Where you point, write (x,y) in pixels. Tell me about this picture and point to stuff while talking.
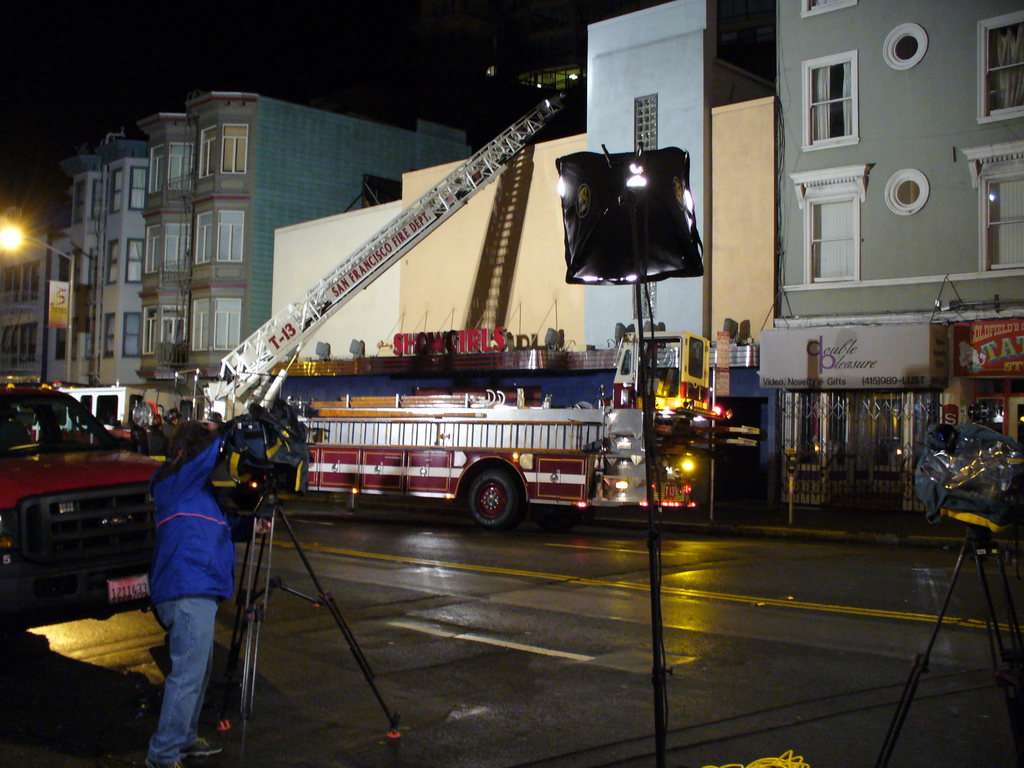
In this image, we can see buildings (499,272) and camera tripod stands (257,565). There is a fire engine (339,417) in the middle of the image (516,397). There is a studio light (653,626) at the center of the image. There are vehicles (84,562) on the left side of the image (54,448). There is a street pole (70,295) in front of the building (114,270). At the top of the image (391,63), we can see the sky (390,24).
